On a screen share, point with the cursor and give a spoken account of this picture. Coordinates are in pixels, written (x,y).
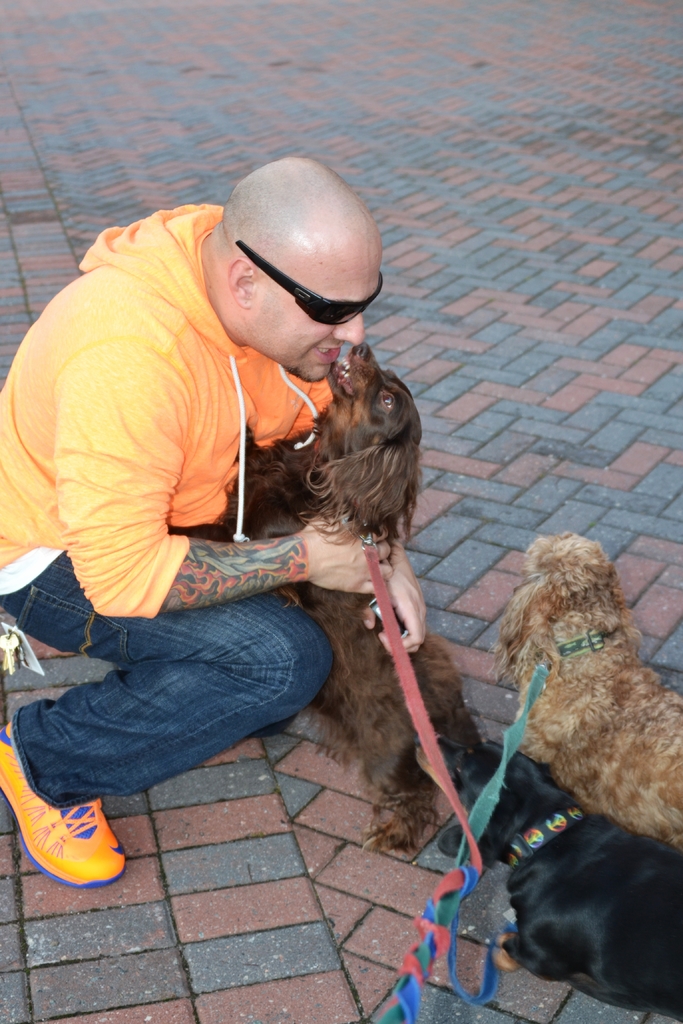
In this image i can see a person (324,640) holding a dog (353,643) and to the right of the image (569,963) i can see 2 other dogs (556,760).
